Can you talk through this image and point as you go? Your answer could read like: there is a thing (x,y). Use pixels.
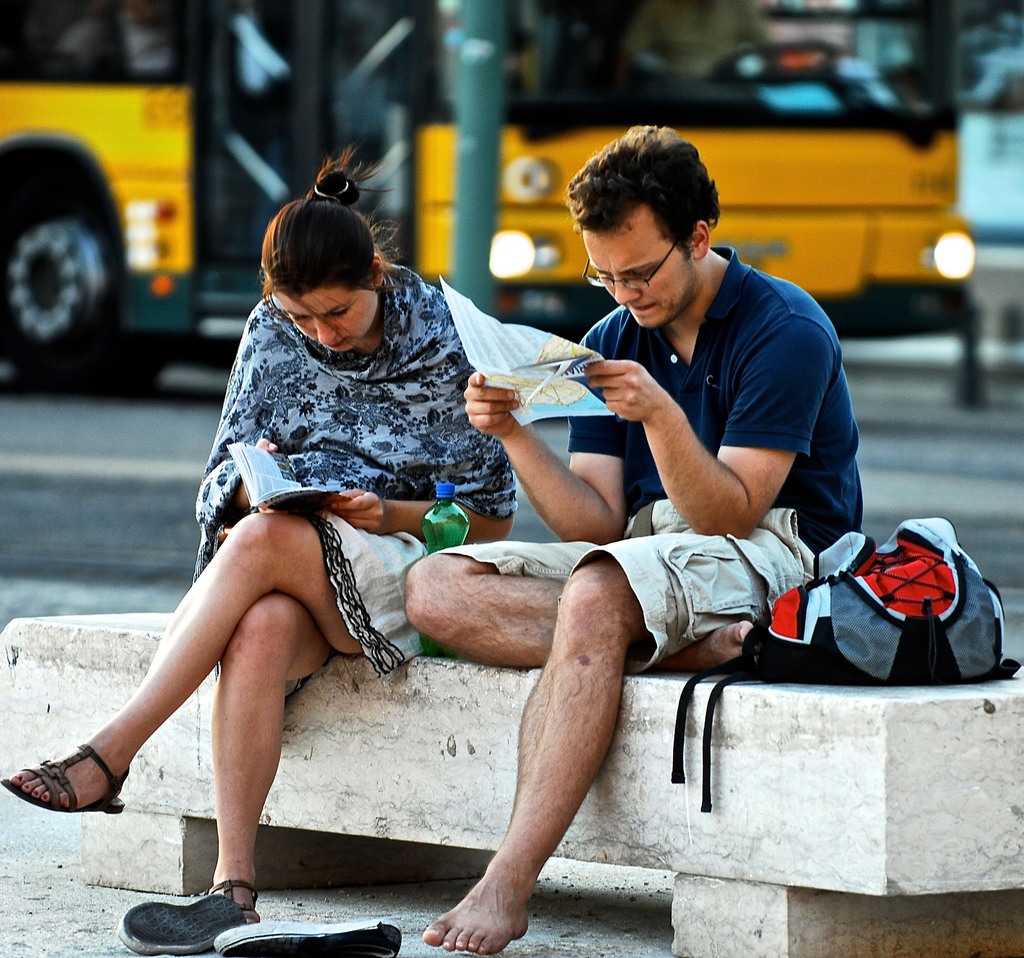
In this picture there is a man (590,514) and a woman (375,548) who are holding a paper (556,414) in their hands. They are sitting on a bench (181,801). There is a bottle (458,530) and bag (867,639). There is a bus (871,143) and pole (483,159) at the background (778,101).
